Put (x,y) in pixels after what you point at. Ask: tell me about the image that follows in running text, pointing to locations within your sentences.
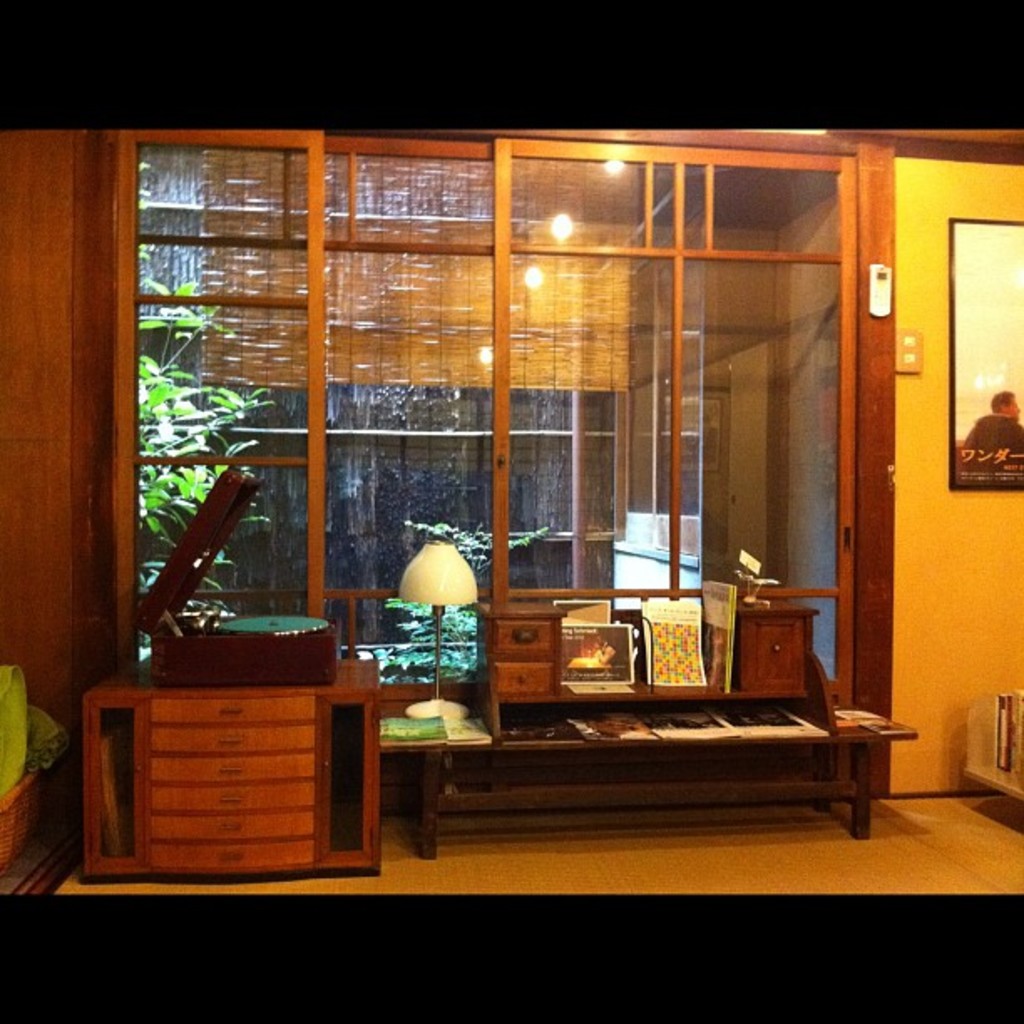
This image is taken inside a room (20,381). In the middle of the image (536,669) there is a table (516,673) with few books (659,650) on it and a lamp (432,603) and beside that there is a cupboard (141,707) with drawers (240,787). In the background (630,244) there is a wall (911,655), window (440,419) and a frame (963,452) on it. In the bottom of the image (835,812) there is a floor (783,868) with mat (879,871). Through the window (342,312) we can see a window blind (381,336) and a tree (175,445).
